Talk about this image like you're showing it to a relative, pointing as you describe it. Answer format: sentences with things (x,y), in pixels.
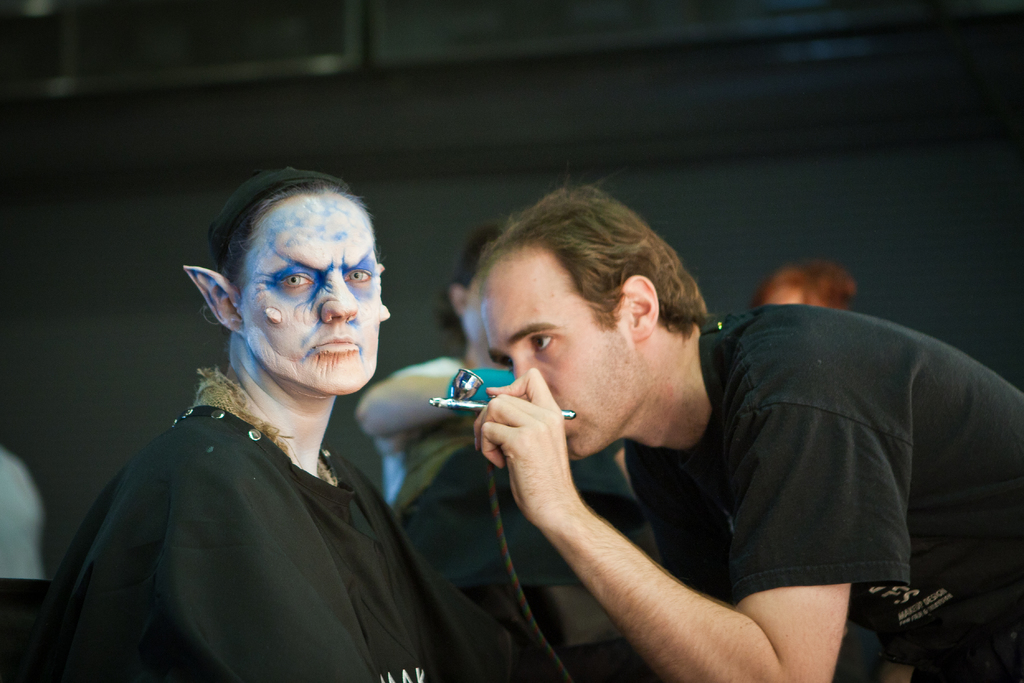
Background (925,256) portion of the picture is blurry. In this picture we can see the people (345,651). On the left side of the picture (328,646) we can see a person (316,643) wearing a mask (322,209). On the right side of the picture (882,349) we can see a man (757,450) holding an object (445,400).
